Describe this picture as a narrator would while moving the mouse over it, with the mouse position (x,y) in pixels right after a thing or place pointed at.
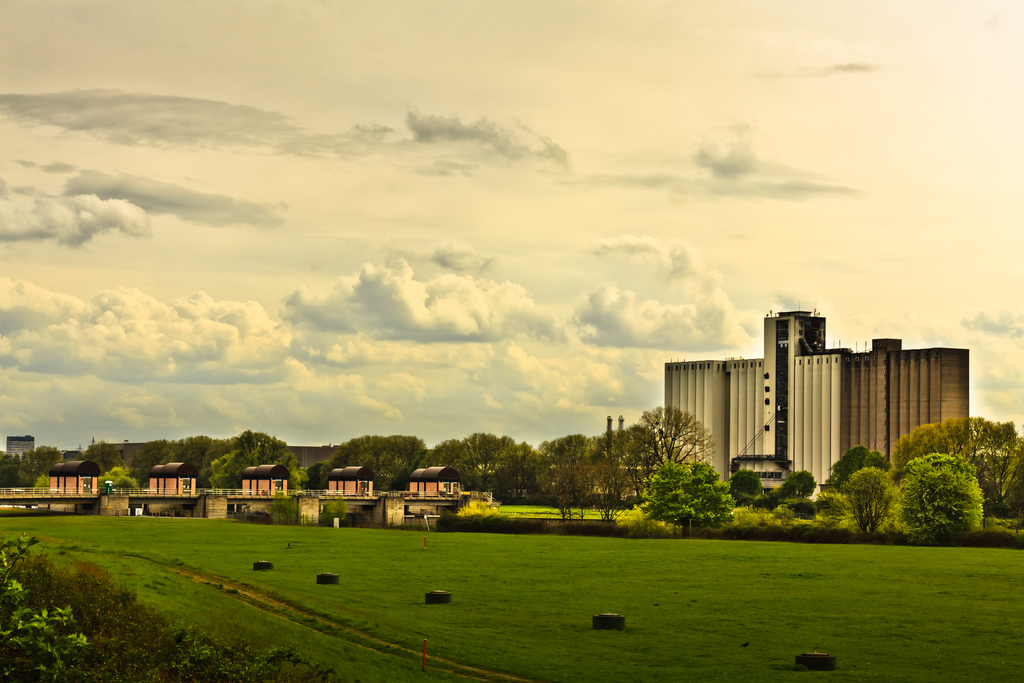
In this image we can see the buildings (897,405), some houses (60,477), one bridge (420,515) with pillars (225,512), some objects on the ground (205,623), one object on the bridge (122,510), some objects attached to the building (941,414), some trees (140,477), bushes (459,512), plants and grass (107,532) on the ground (875,651). In the background (562,266) there is the cloudy sky (424,307).
